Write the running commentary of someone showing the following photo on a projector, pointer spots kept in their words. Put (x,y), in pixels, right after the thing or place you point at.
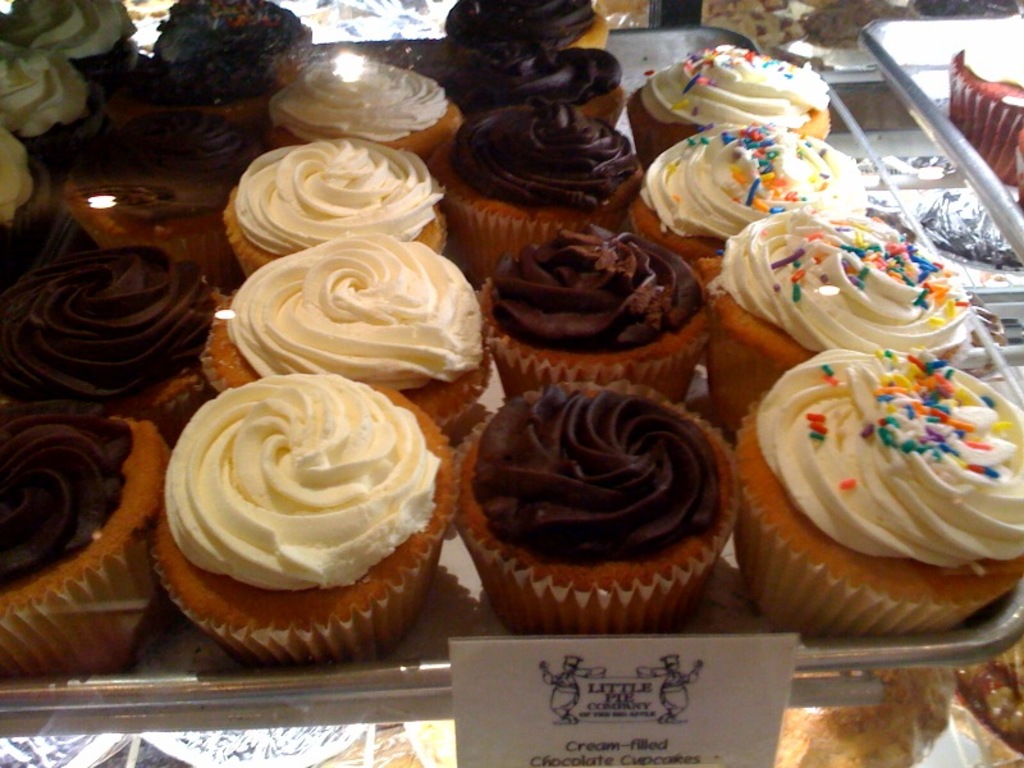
In this image there is a tray (493,400) with the colorful cupcakes (616,434). There is a display board (638,690).
